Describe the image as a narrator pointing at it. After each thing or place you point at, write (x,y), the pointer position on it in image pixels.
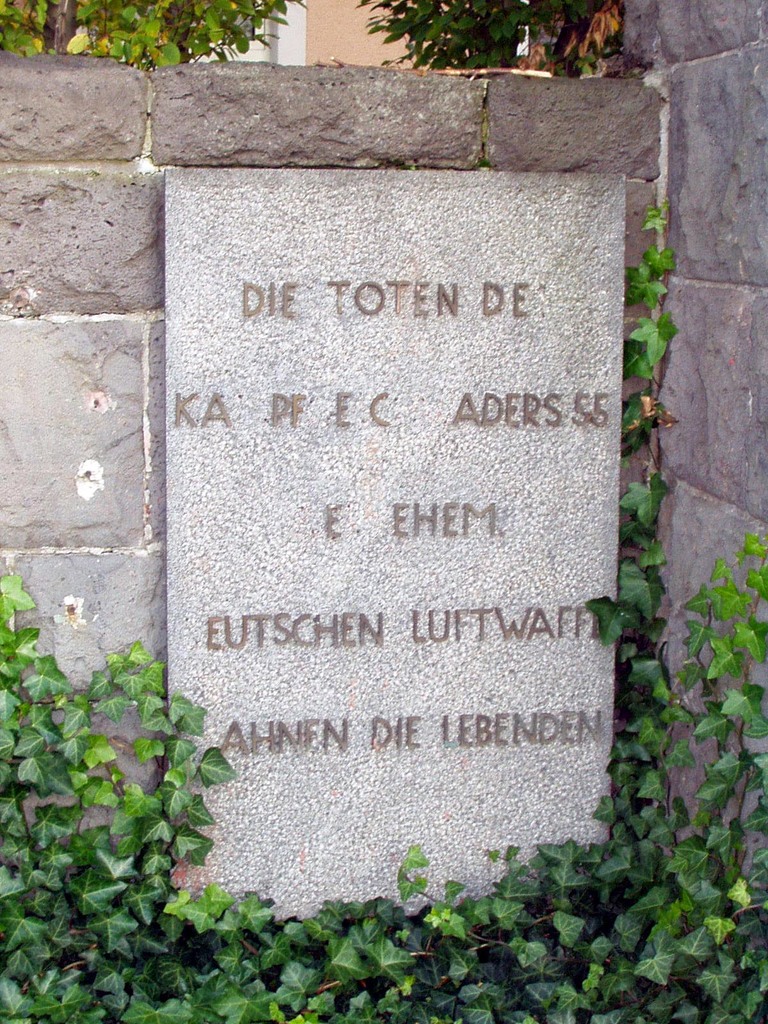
In this image we can see a wall (766,431) with some text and there are some creepers (760,632) on the wall (90,218) and we can see few trees (22,52).
